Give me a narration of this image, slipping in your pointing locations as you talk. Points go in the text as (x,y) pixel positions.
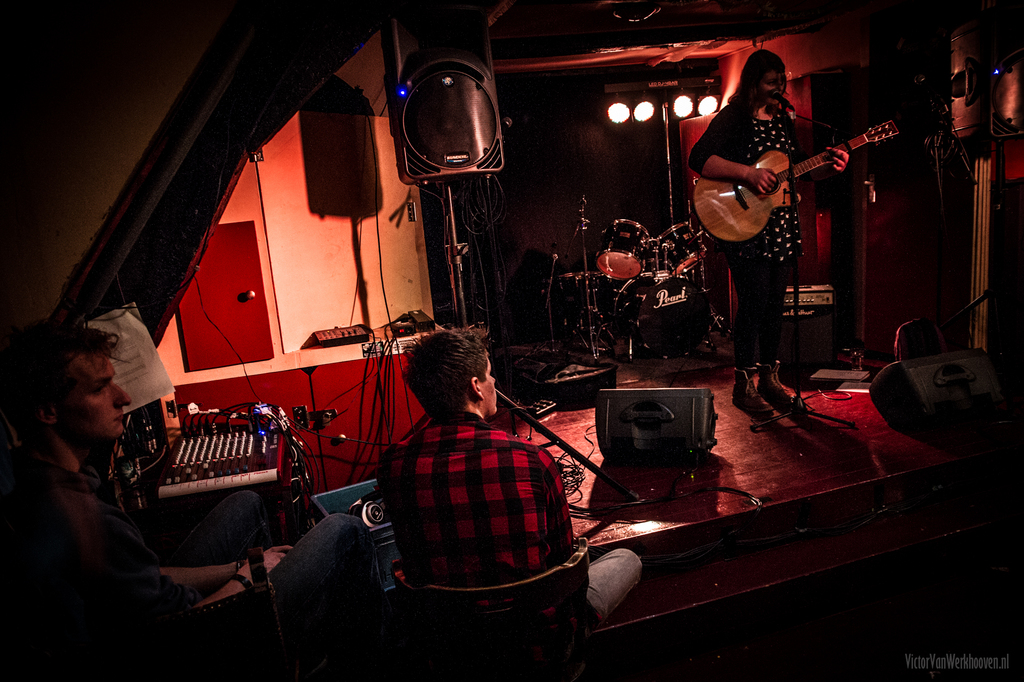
In this image there is a woman (748,78) standing and playing a guitar (741,221) near the micro phone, and at the back ground (432,136) there is speaker (445,139), drums (682,246), focus lights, cables (586,437), another person (478,554) sitting in chair (443,591), another person (316,584) sitting in chair (206,614) and a door (247,263).
